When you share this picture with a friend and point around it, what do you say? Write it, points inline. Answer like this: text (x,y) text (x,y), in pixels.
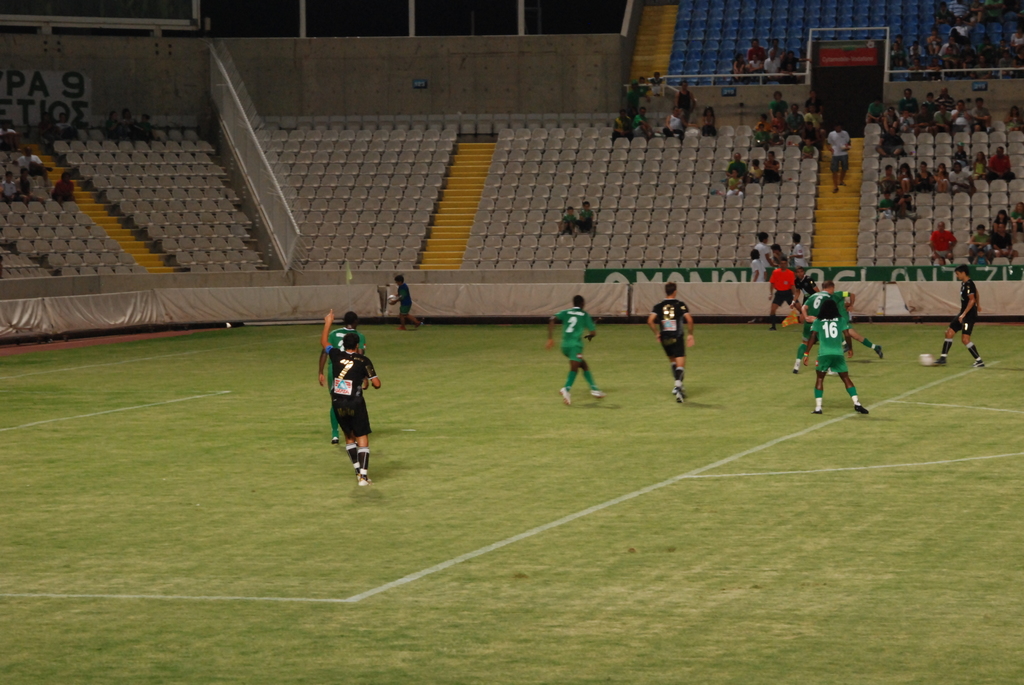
There are few people (567,336) running and playing football. There are group of people (810,122) sitting and watching the game. I can see empty chairs (340,190) in the stadium (108,226). This is a wall (453,62). This looks like a pillars (305,19). This is a football ground (407,515).
